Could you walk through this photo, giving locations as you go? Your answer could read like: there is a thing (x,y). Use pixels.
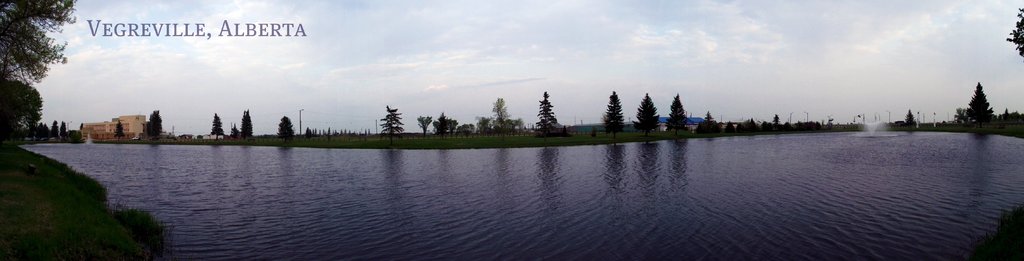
In this image I can see water (552,174) in the front (432,195) and around it I can see grass ground (857,130) and number of trees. On the right side of the image (864,134) I can see a water fountain (876,122). In the background (874,104) I can see number of poles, few wires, clouds (445,85) and the sky (588,54). I can also see two buildings (103,135) on the both sides of the image and on the top left side of the image (238,28) I can see a watermark (238,28).
